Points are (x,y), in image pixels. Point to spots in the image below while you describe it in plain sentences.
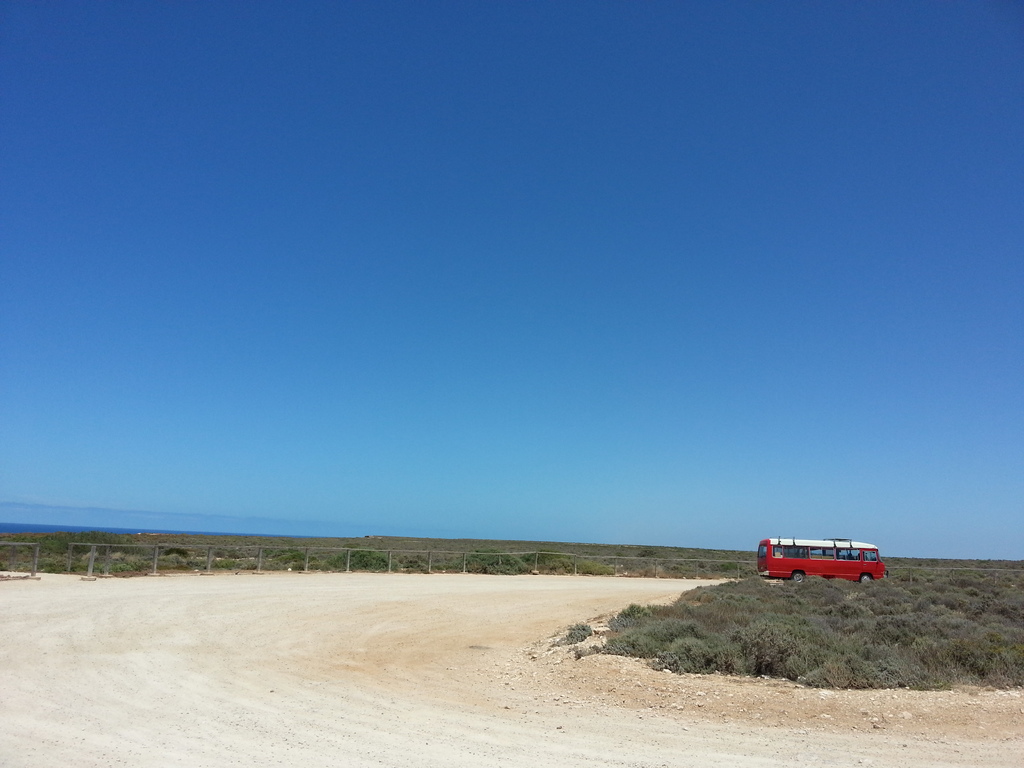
In the foreground of the picture (564,639) we can see plants (800,643), stones (672,684), path (425,656) and vehicle (812,559). In the middle of the picture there are plants (384,555) and fencing (536,560). At the top (636,186) there is sky (610,227).
